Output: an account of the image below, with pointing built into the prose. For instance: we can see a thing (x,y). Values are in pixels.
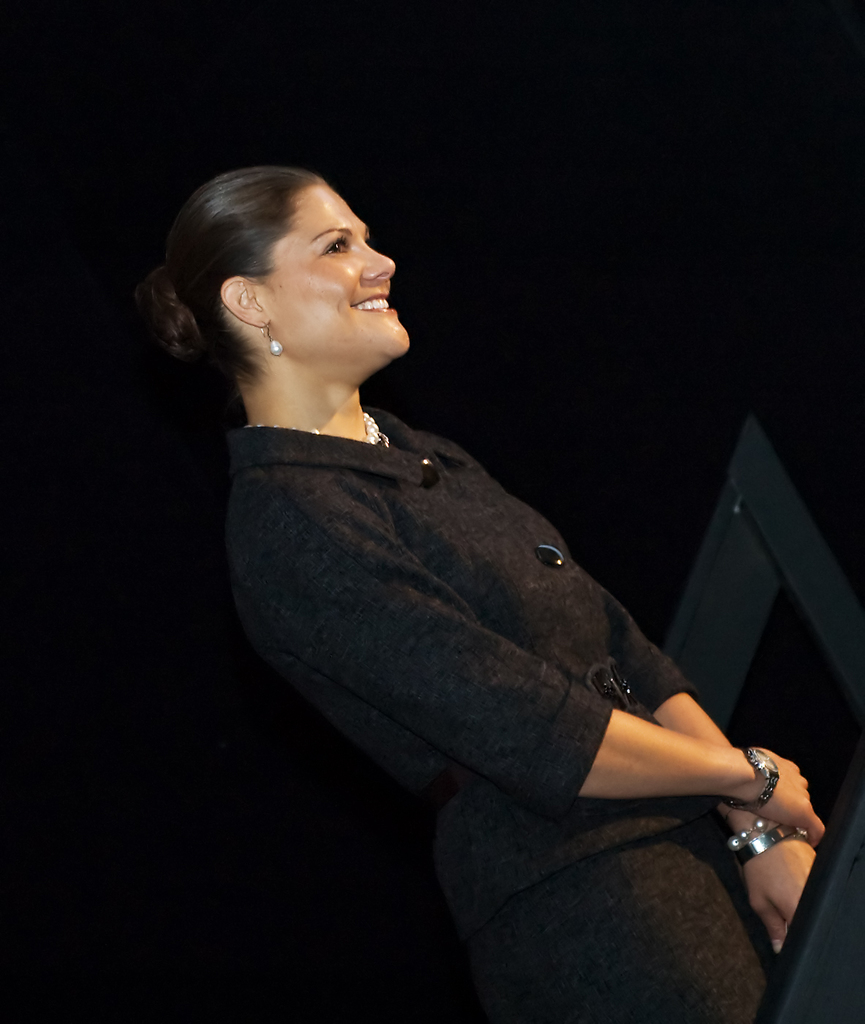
In this image I can see a woman (404,663) wearing black colored dress (469,742) and watch (775,766) is standing and smiling. I can see the black colored background (130,746).
